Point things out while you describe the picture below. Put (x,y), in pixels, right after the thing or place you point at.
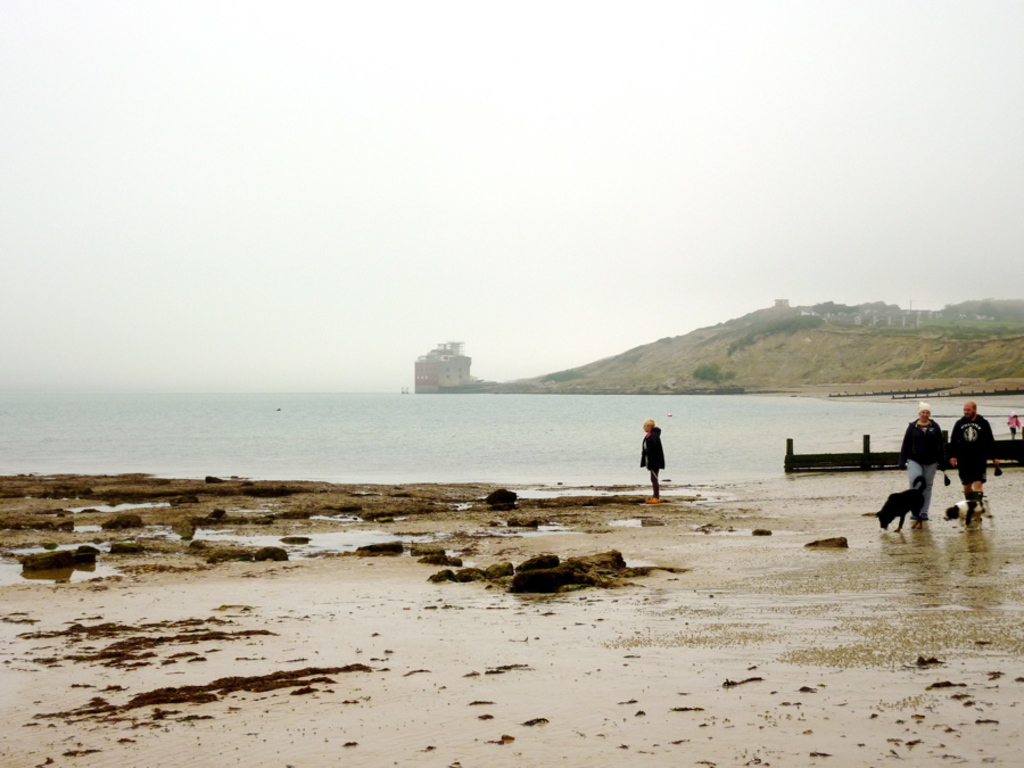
This picture is clicked outside. On the right (984,457) we can see the group of people (657,453) and we can see the animals (983,507). In the foreground (461,589) we can see the ground (190,545) and the rocks (190,531). In the center (490,409) we can see a water body (407,404). In the background (304,102) we can see the sky (616,129), hills (605,368), houses (420,368) and some other items (430,378).
